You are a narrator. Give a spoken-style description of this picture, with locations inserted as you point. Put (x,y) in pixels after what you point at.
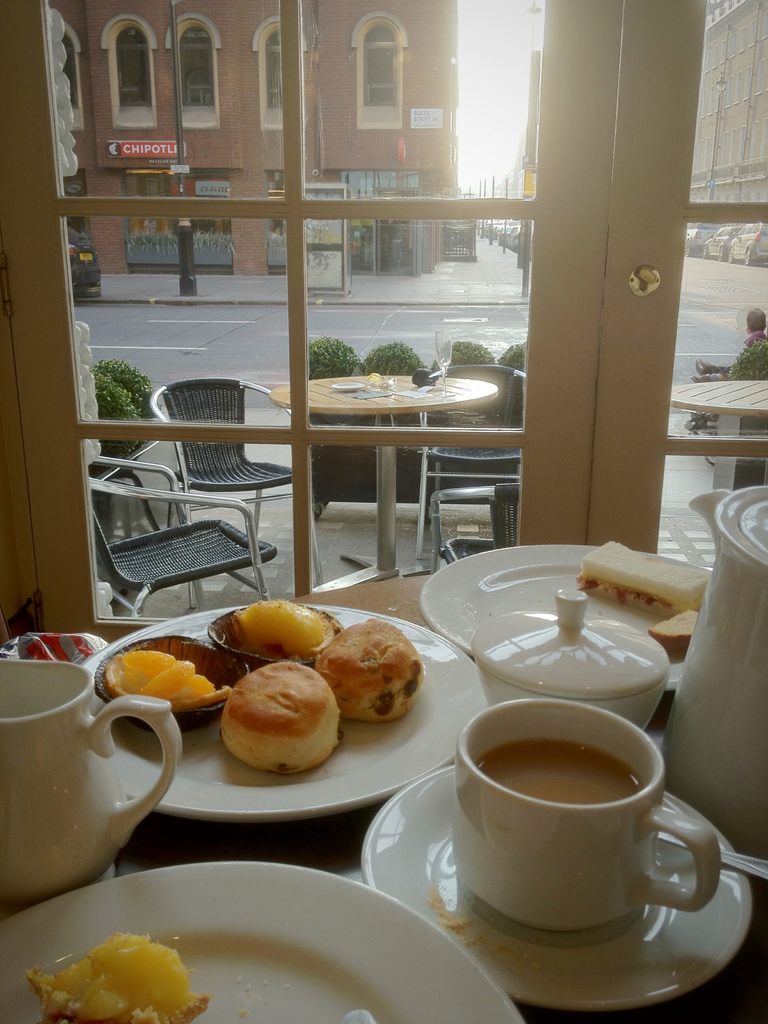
In this picture to the front (712,1005) there is table (687,1000) there are plate (363,936), cup (488,817) with a tea (563,786) and a spoon (738,859) on saucer (679,918), jug (745,555), a plate (306,779) with the food item (374,655), bowl (581,680), jug (722,630) and a plate (681,664) with food item (644,573). In front of the table (745,983) there is a door (572,245) with glass (397,325). Outside the door (651,263) there is a table (472,381), chairs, road (481,331), footpath (487,273), building (256,157) and stores (368,253).
